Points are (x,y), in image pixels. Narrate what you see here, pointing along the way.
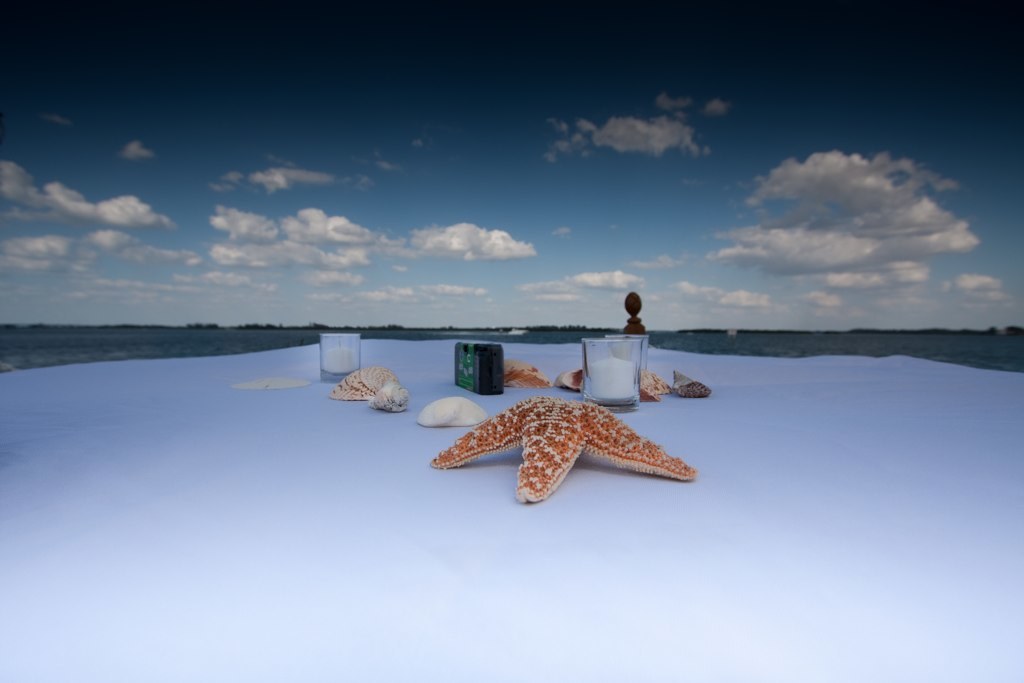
In this image In the foreground (628,385) I can see starfish (656,443), glasses (618,409), shell (390,402), stone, some other objects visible on white color surface (256,452), at the top (475,222) there is the sky (507,250).
